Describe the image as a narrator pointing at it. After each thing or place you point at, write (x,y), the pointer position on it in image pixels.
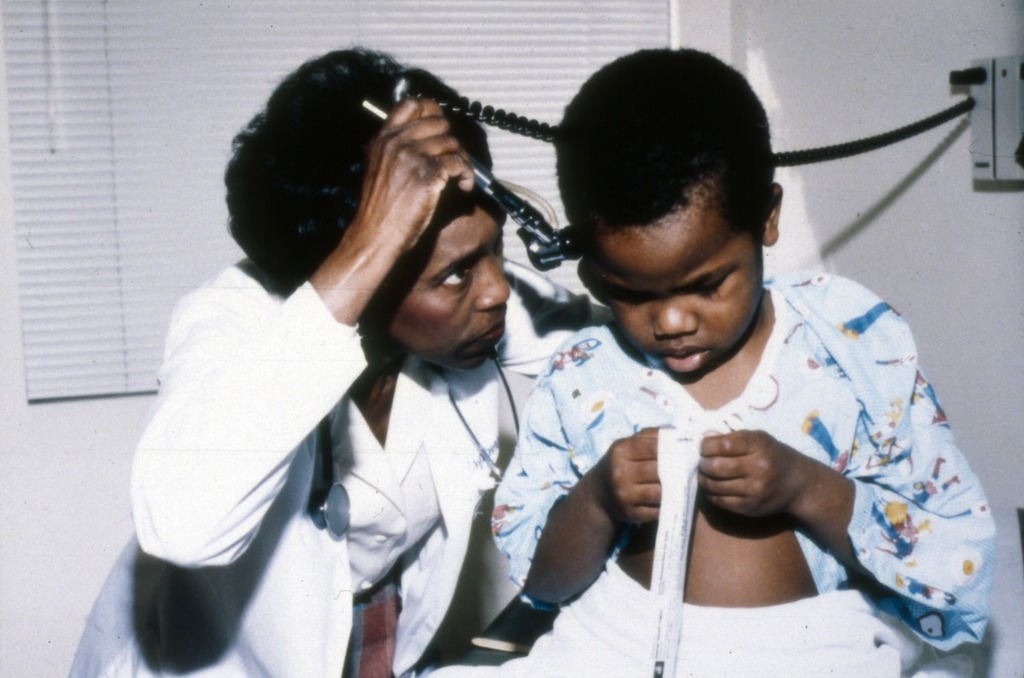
In the image there is a woman (281,378) in white coat (221,416) examining a boy (719,196) beside her, behind them there is window (94,184) on the wall (710,52).
